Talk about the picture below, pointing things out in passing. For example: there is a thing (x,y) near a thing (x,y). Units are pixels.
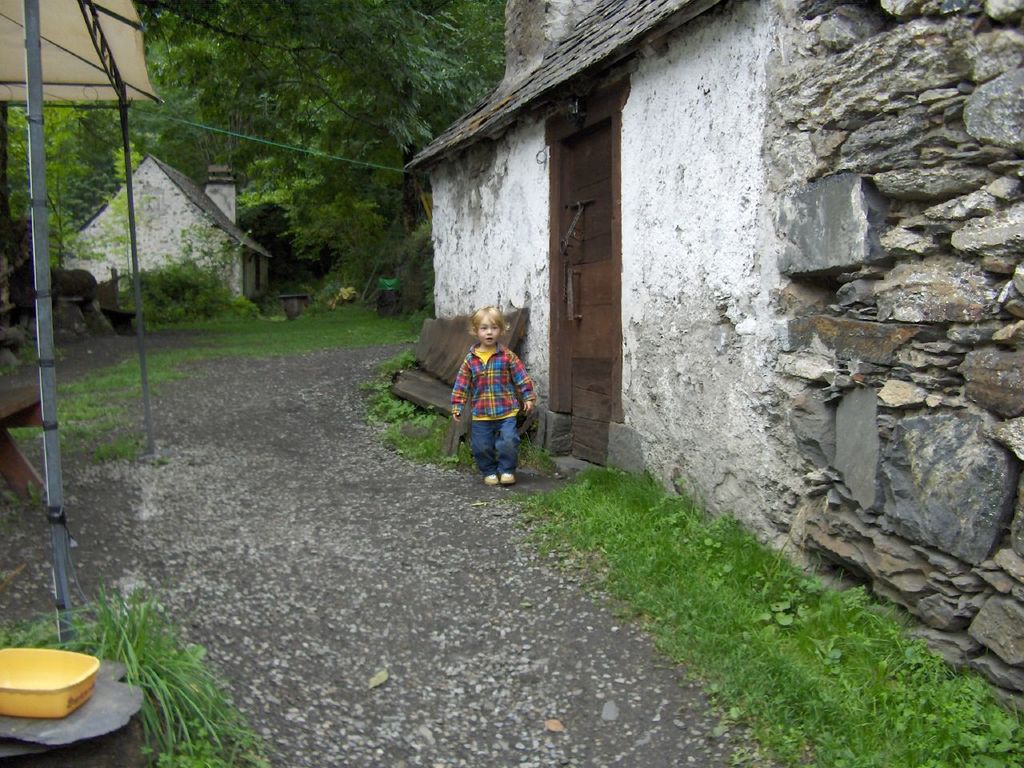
In this image, there is an outside view. There is a kid (494,461) wearing clothes (494,442) and standing beside the house (628,242). There is a tree (384,39) at the top of the image (261,74). There is a tent (51,81) on the left side of the image (55,507). There is a grass (755,660) in the bottom right of the image (753,694).
